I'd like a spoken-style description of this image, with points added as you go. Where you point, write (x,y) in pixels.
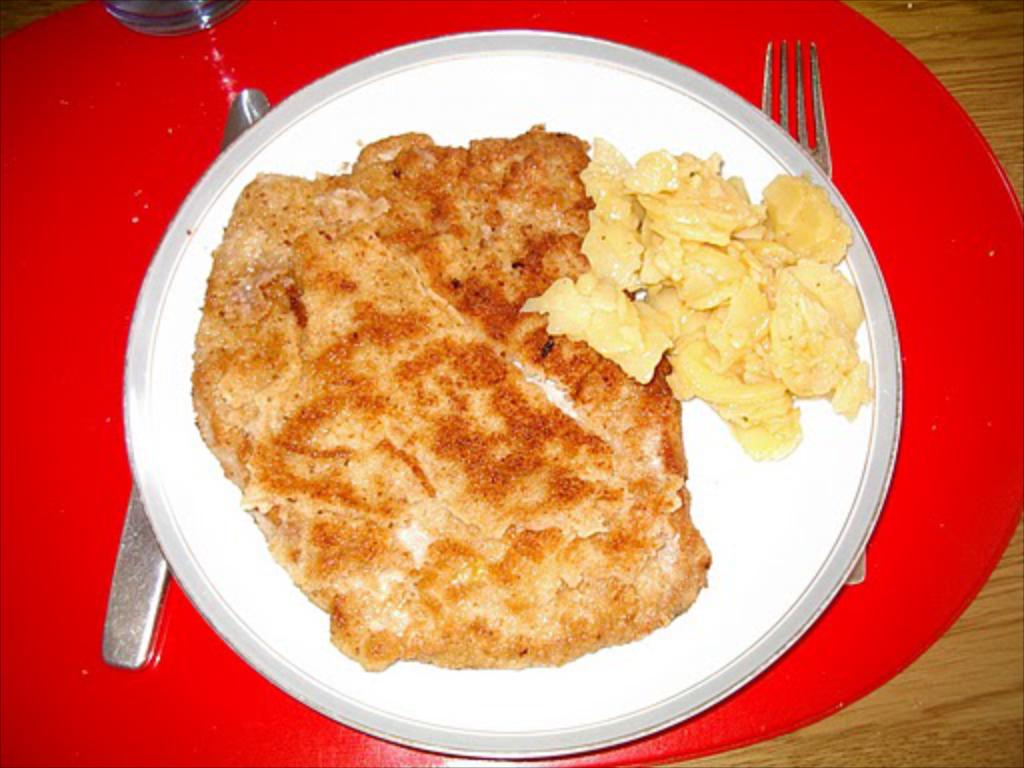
The picture consists of a tray (134,131), in the tray (73,524) there are knife (239,127), fork (814,84), glass (162,18) and plate (332,125). On the plate (517,132) there is food (514,309). On the right (980,54) it is table (932,708).
